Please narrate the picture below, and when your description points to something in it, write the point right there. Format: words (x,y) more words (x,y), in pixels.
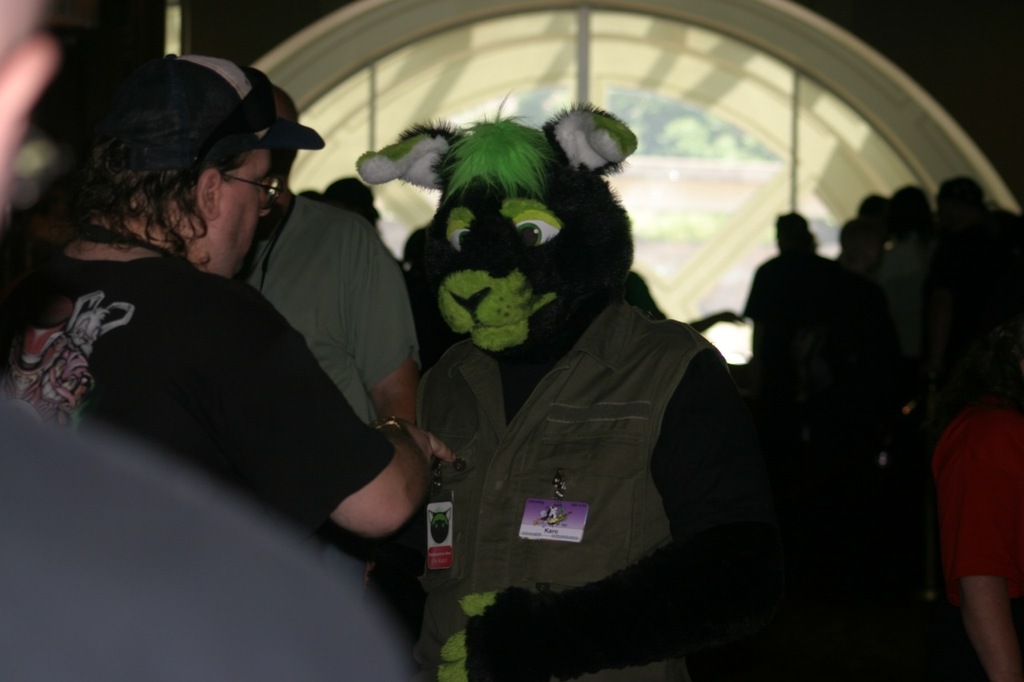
In this image there is a man (568,527) in the middle (568,446) who is wearing the animal mask (493,271). On the left side (240,362) there are few people (265,375). On the right side (844,302) there are few other people (861,283) in the background (847,290).
